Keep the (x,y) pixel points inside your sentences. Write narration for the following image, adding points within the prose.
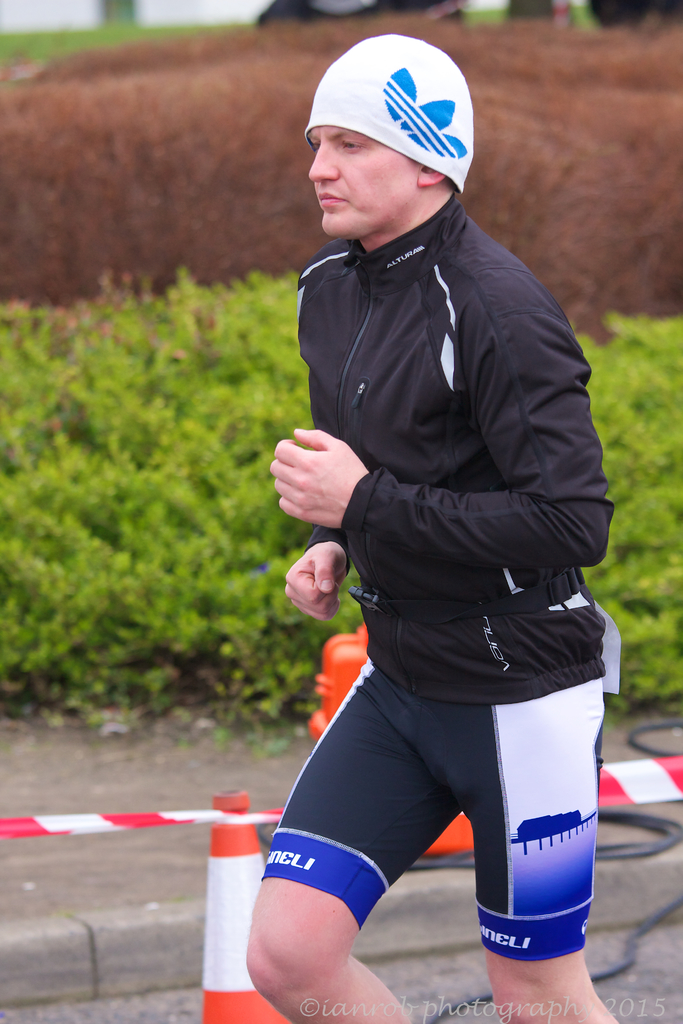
In this image we can see a person (401,376) running and there are some plants (270,53). We can see the barricades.
